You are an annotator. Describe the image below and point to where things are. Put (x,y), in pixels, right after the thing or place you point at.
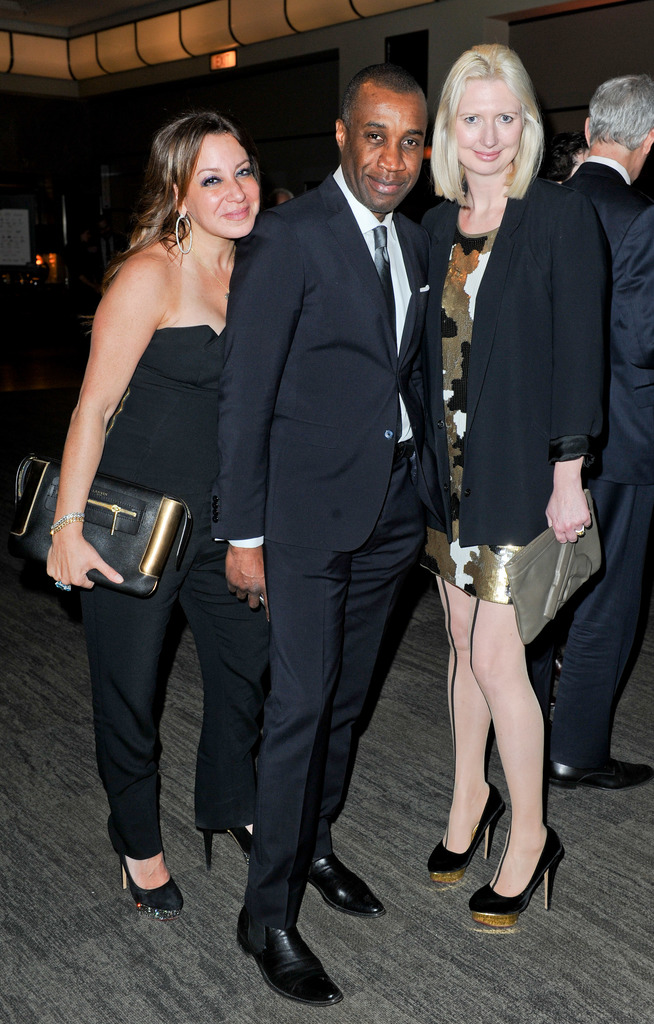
At the top (47,17) we can see ceiling (120,17). Here we can see three people (497,454) standing and smiling. These women (569,521) are holding bags (545,605) in their hands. Here we can see people (635,166) standing on the floor (355,936).
